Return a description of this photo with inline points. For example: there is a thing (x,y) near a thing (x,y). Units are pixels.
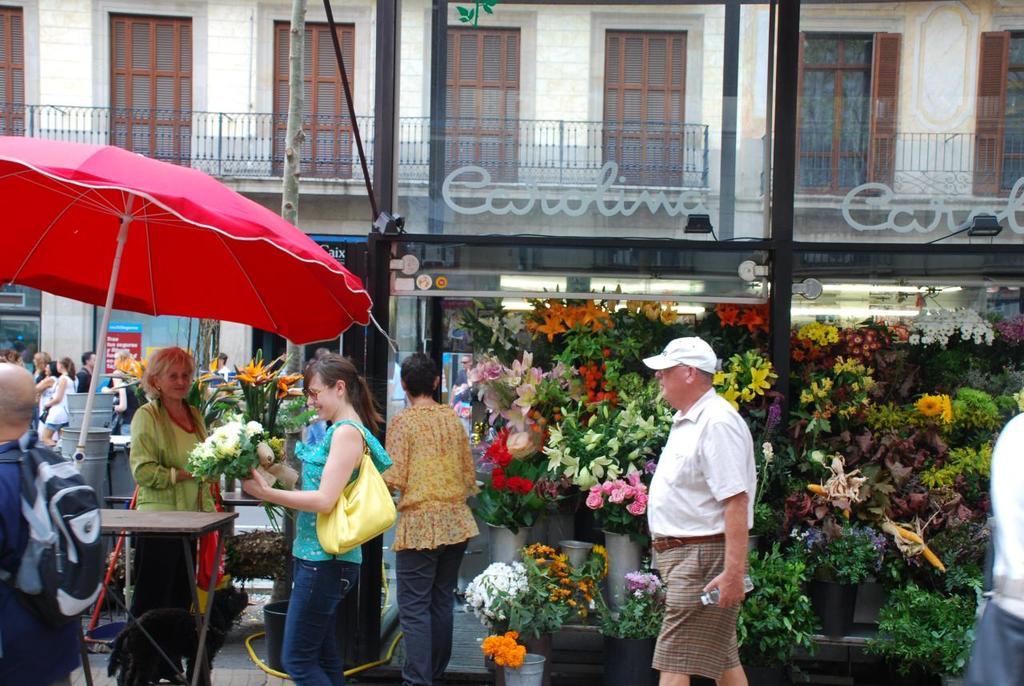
In this image we can see a few people (415,624), one lady (326,618) is wearing a bag (328,533), she is holding a bouquet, another person (695,423) is holding a bottle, there are some bouquets (761,568), lights (800,311), umbrella (119,201), wooden stick (303,54), there is a building (333,136), windows (618,76), there is a poster (137,338) with some text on it, and there is a board (134,351) with some text (130,354) on it.
